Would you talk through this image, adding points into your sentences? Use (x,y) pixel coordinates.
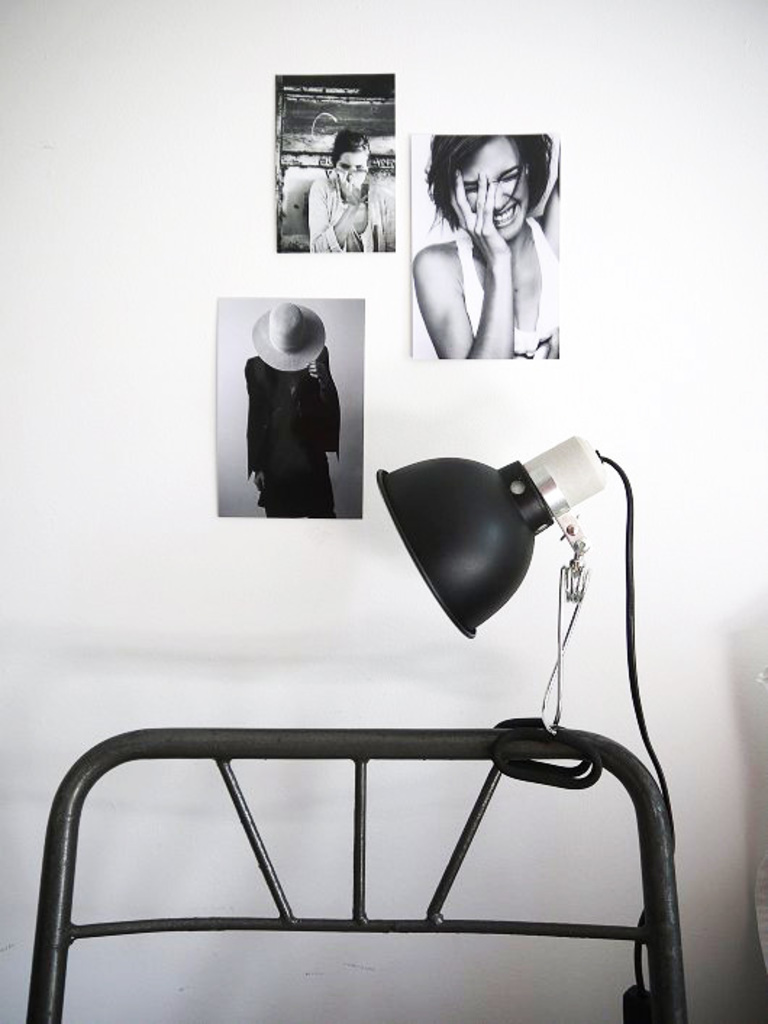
This is a black and white image. In this image we can see wall hangings (311,105) attached to the wall (218,247) and a bed lamp (580,788) attached to the cot (346,743).
